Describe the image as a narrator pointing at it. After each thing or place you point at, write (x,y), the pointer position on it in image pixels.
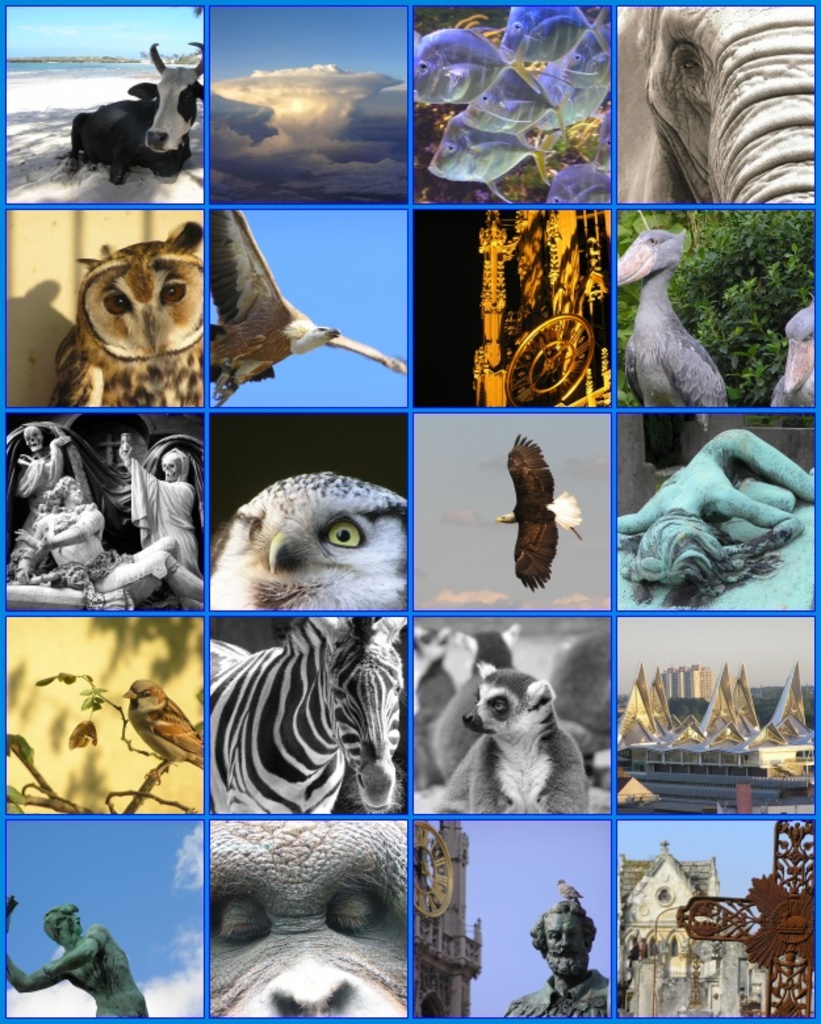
This is a Collage picture of few animals (156,153) among them few are cow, zebra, owl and few sculptures (44,573).
